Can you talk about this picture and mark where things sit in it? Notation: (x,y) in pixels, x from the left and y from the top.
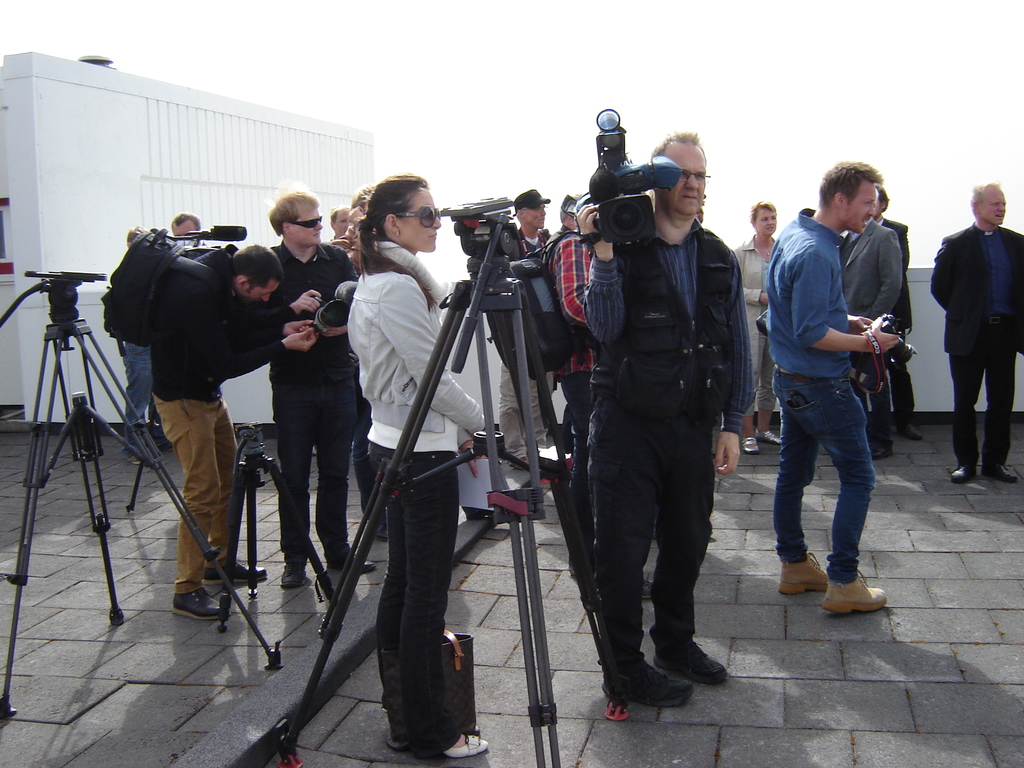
In this picture I can see group of people (664,370) are standing on the ground (224,669) among them few are holding cameras (613,174). I can also see camera stand (518,334) and other objects (246,544) on the ground (211,668). In the background (462,35) I can see sky (607,57) and white color wall (933,313).
